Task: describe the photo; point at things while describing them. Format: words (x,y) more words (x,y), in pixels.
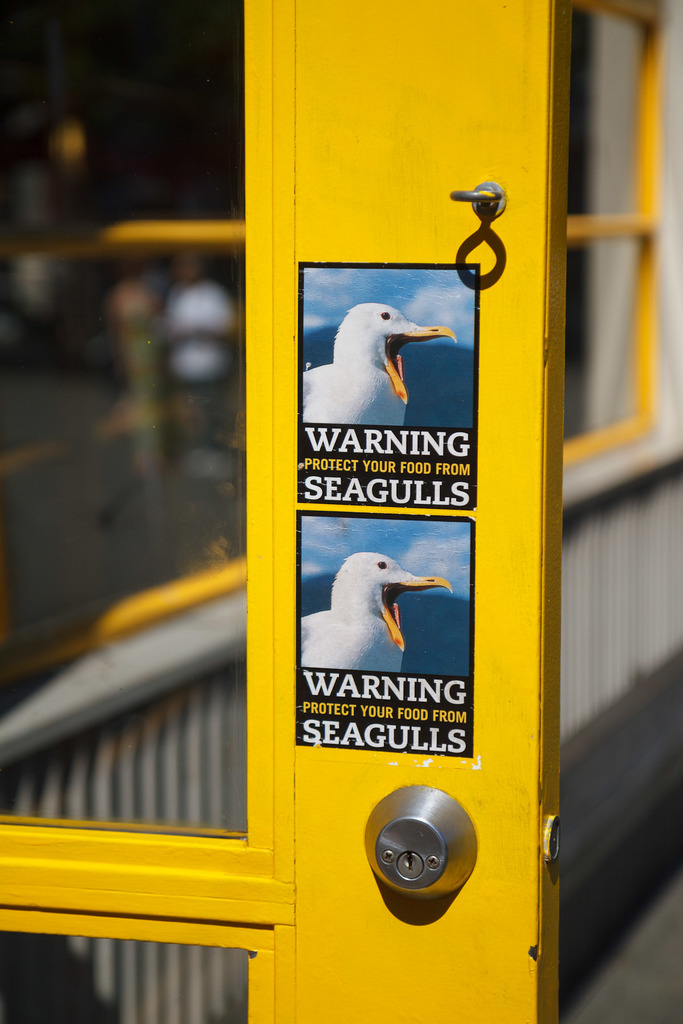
In the image we can see there is a door (559,244) and there are two posters (355,705) pasted on the door (459,231). There is a picture (352,664) of a bird (386,613) and its written ¨WARNING SEAGULLS¨ on the poster (344,648). Background of the image (600,257) is little blurred.
